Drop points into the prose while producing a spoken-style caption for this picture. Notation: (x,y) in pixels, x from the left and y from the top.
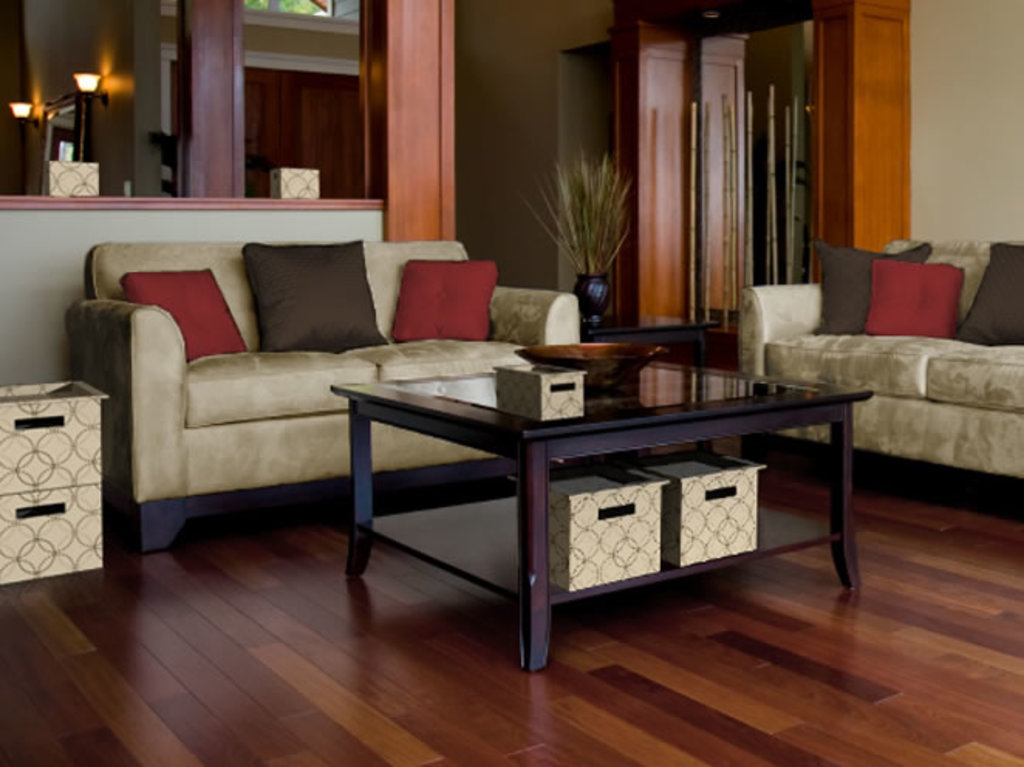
There is a room (312,556). There is a table (596,442). There is a bowl (544,361) on a table (589,423). There is a sofa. There is a pillow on a sofa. We can see in background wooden stick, wall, cupboard (309,122) and house plant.
